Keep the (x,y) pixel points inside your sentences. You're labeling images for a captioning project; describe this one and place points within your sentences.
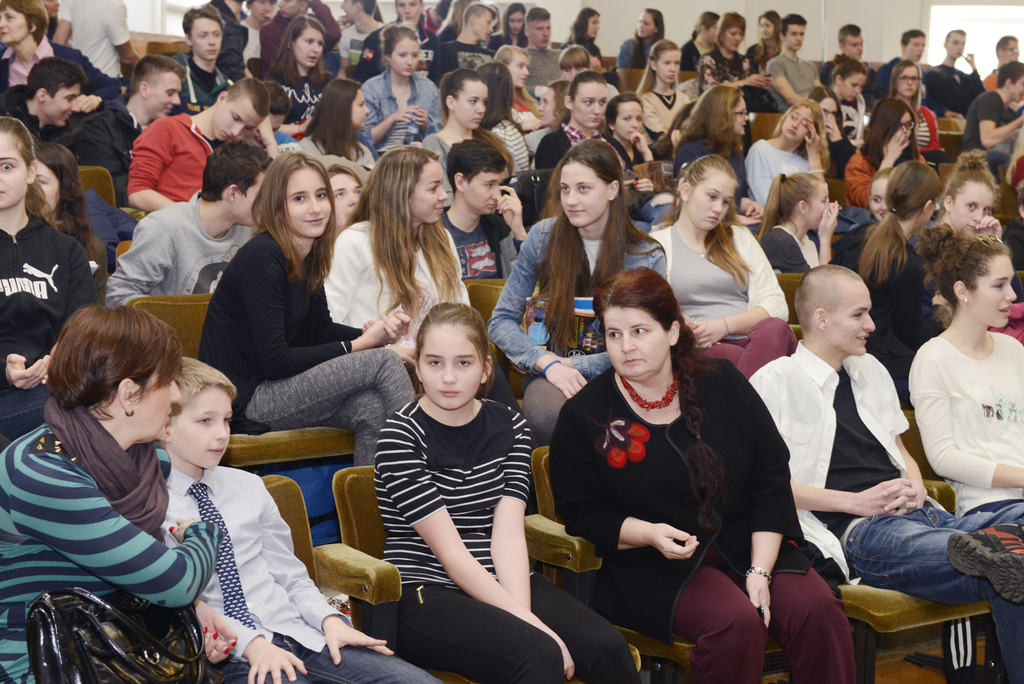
This picture is clicked inside the room (262,219). Here, we see group of people (309,276) sitting on chairs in the room (633,170). Woman (741,463) in middle of picture (614,386) wearing black dress (740,475) is looking the woman (54,468) who is wearing scarf (106,470) around her neck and she is even holding bag (137,633) in her hands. Behind these people (712,25), we see a white wall (856,13) and window (987,20).
